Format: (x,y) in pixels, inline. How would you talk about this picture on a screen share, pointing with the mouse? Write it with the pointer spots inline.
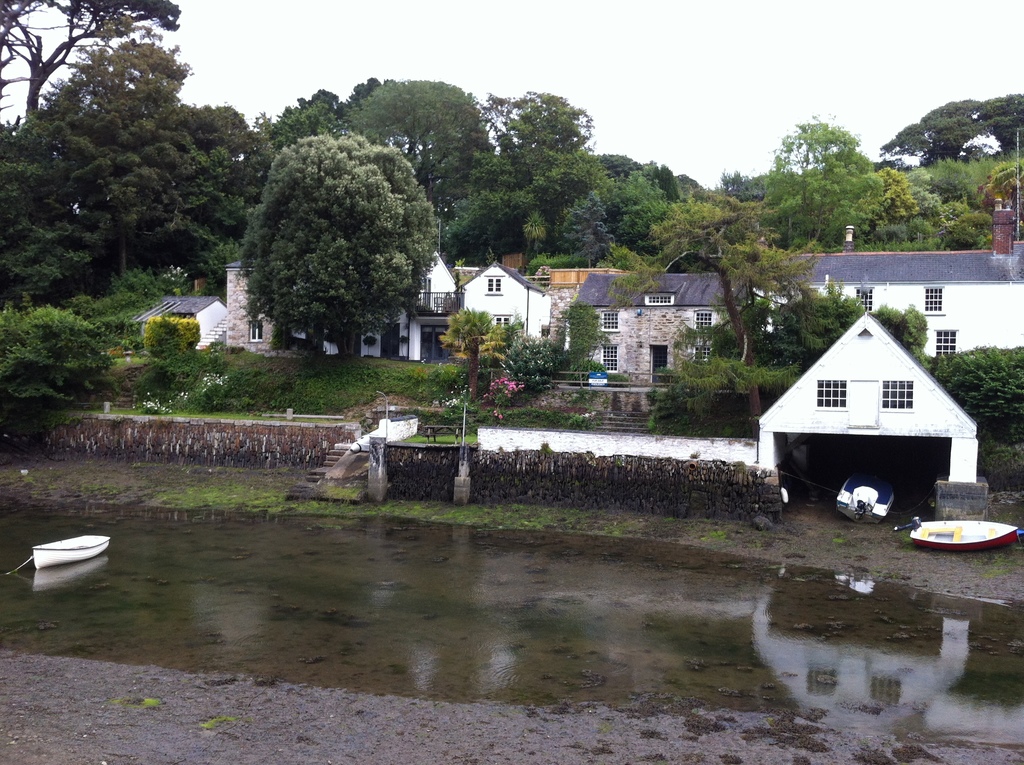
In the background of the image (353,302) there are houses (599,328), trees (87,191). At the bottom of the image (455,594) there is water (353,565), boat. At the top of the image (597,35) there is sky (557,38).
